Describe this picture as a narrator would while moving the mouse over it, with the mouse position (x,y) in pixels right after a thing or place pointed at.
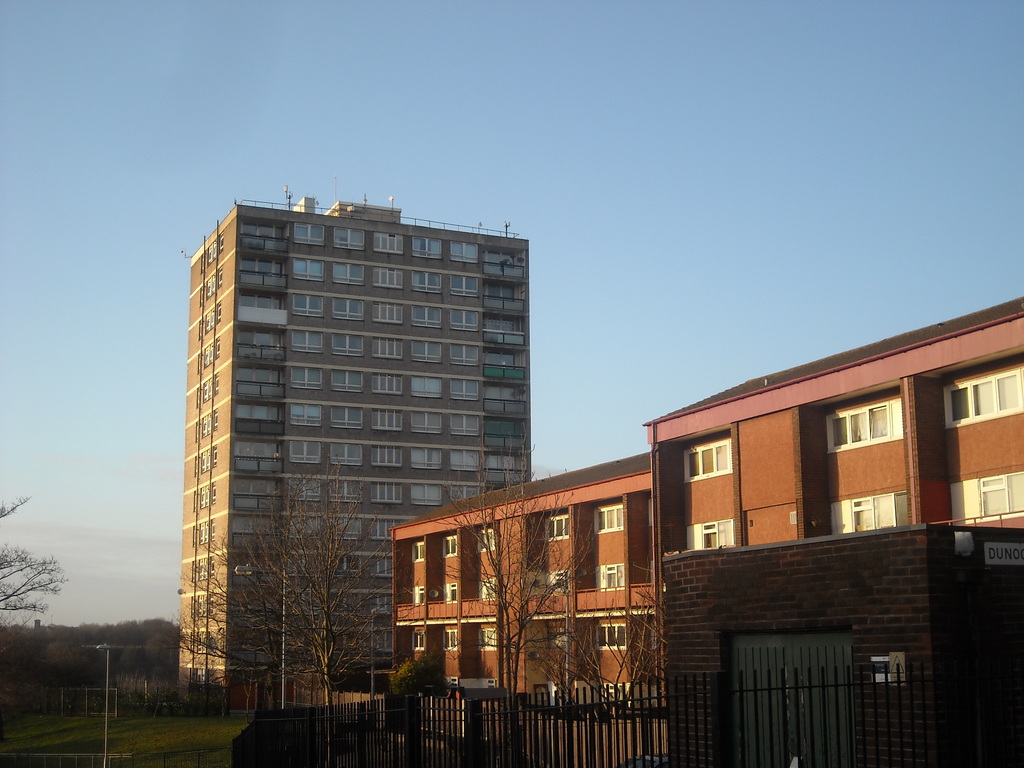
This image consists of buildings (747,503). In the front (232,610) we can see the trees (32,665). At the top (354,65), there is a sky (588,101). At the bottom (394,736), there is a fencing (615,737) made up of metal (552,749).
